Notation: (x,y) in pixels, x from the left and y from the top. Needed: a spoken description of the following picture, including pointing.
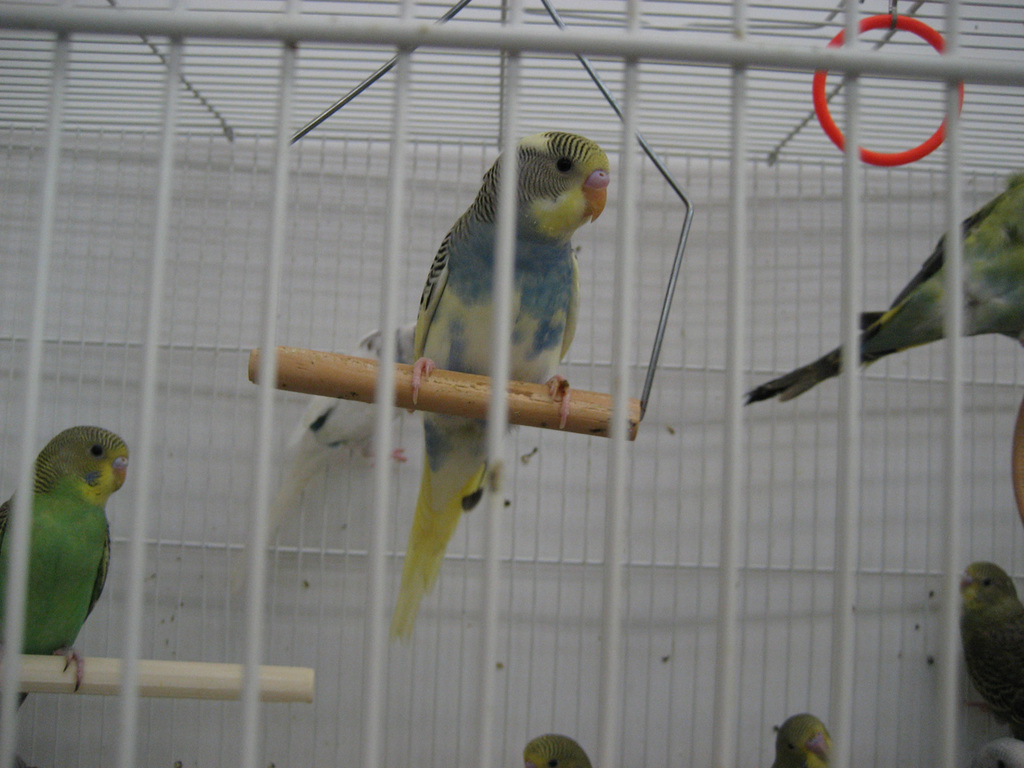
In the image there is a white cage (77,205). Inside the cage (271,454) to the left bottom corner (36,642) there is a green parrot (36,642) standing on the wooden stand (279,682). And to the middle of the image (511,343) there is a parrot (524,359) with blue, yellow color parrot (490,266) standing on the wooden stand (291,359). And to the right side of the image (978,247) there are many parrots (970,604) and to the bottom of the image (797,753) there are few parrots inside the cage (895,96).
